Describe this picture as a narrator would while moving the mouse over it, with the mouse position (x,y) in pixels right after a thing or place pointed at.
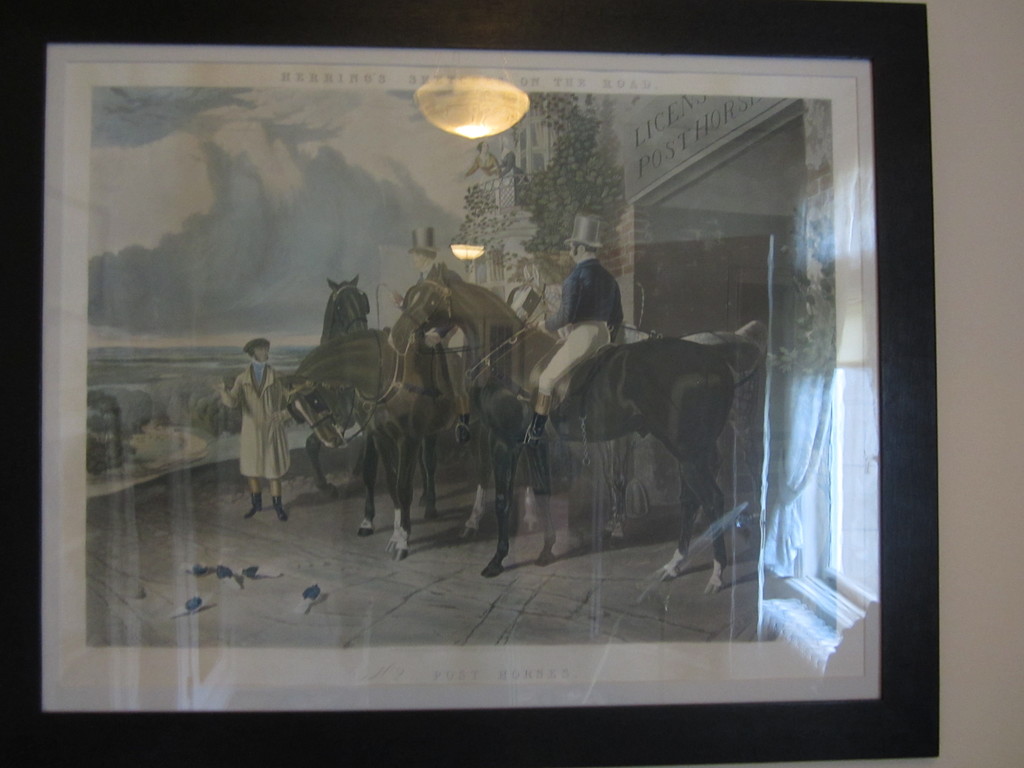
In this image there is a painting (405,426). In the painting (415,429) there are horses (481,363). A person (578,312) is sitting on a horse (512,383). Here a person (271,404) is standing. On the ground (234,593) there are birds (240,582). This is looking like an entrance (675,216). On the top (468,102) there are lights (464,116). In the left (178,346) there is a water body (146,385). The sky (239,180) is cloudy. There are plants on the building (505,234).
